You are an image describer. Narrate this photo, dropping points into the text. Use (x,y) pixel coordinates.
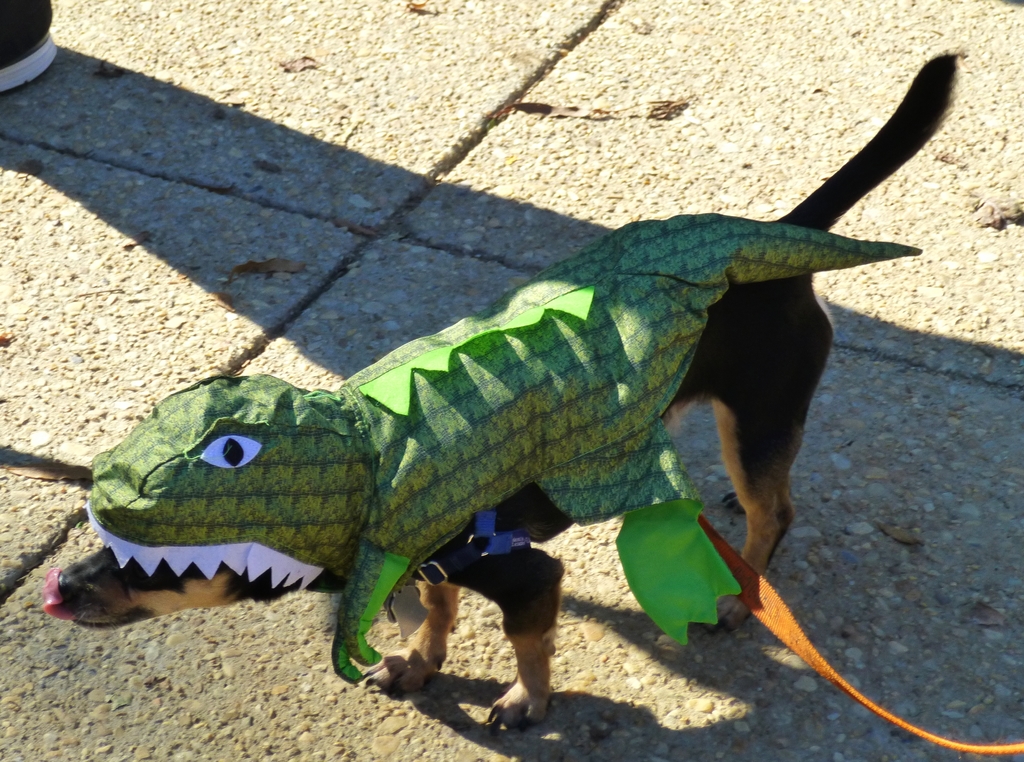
In this image I can see a dog (749,443) in black and brown color. I can see the green color toy (557,362) on the dog (810,285).
